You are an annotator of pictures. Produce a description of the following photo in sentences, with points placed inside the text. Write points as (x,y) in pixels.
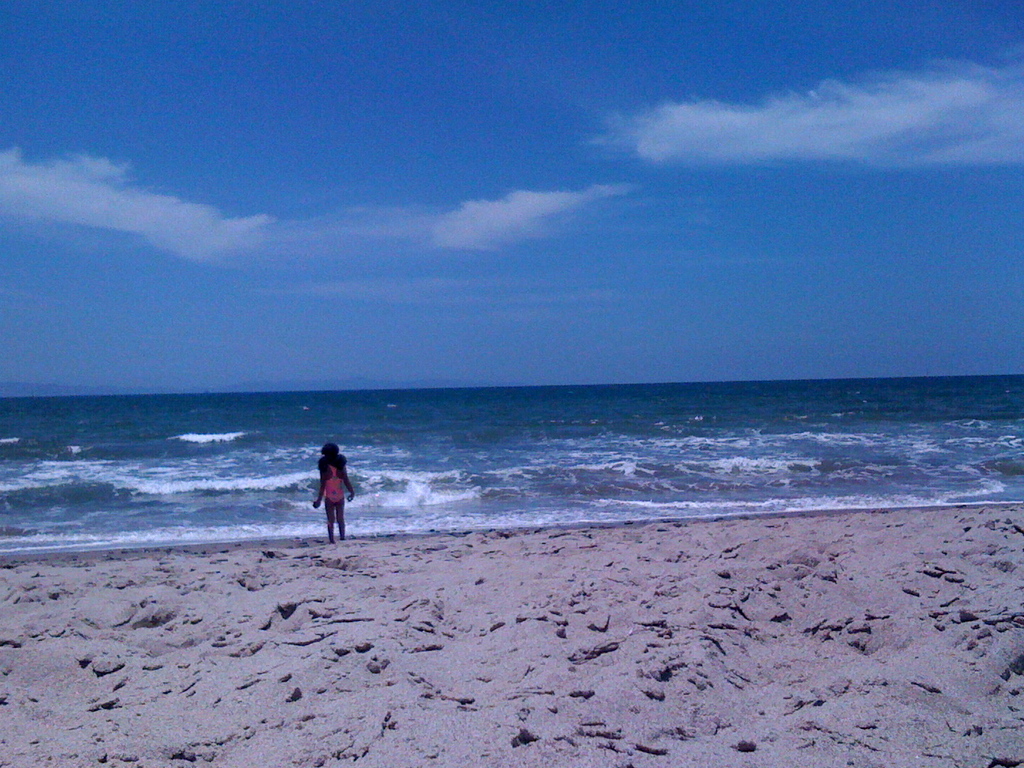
There is a sand surface (520,638) in the foreground (689,681), there is a person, it seems like a beach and the sky (609,298) in the image.
